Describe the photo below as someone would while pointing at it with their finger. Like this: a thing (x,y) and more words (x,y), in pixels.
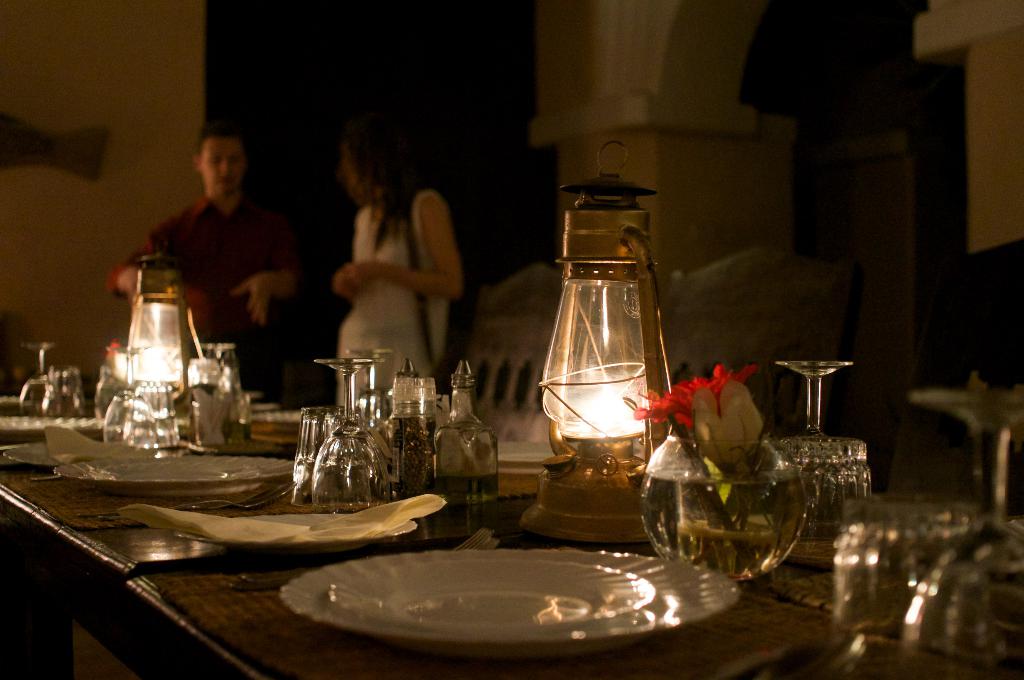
At the center of the image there is a table (797,560). On the table (342,559) there are glasses (348,504), spoons (207,507), plates (484,596), bowls (706,560), decor (735,580) and a lamp (595,439). In the background (370,291) there are two people (361,271) standing. There are chairs (803,296).
